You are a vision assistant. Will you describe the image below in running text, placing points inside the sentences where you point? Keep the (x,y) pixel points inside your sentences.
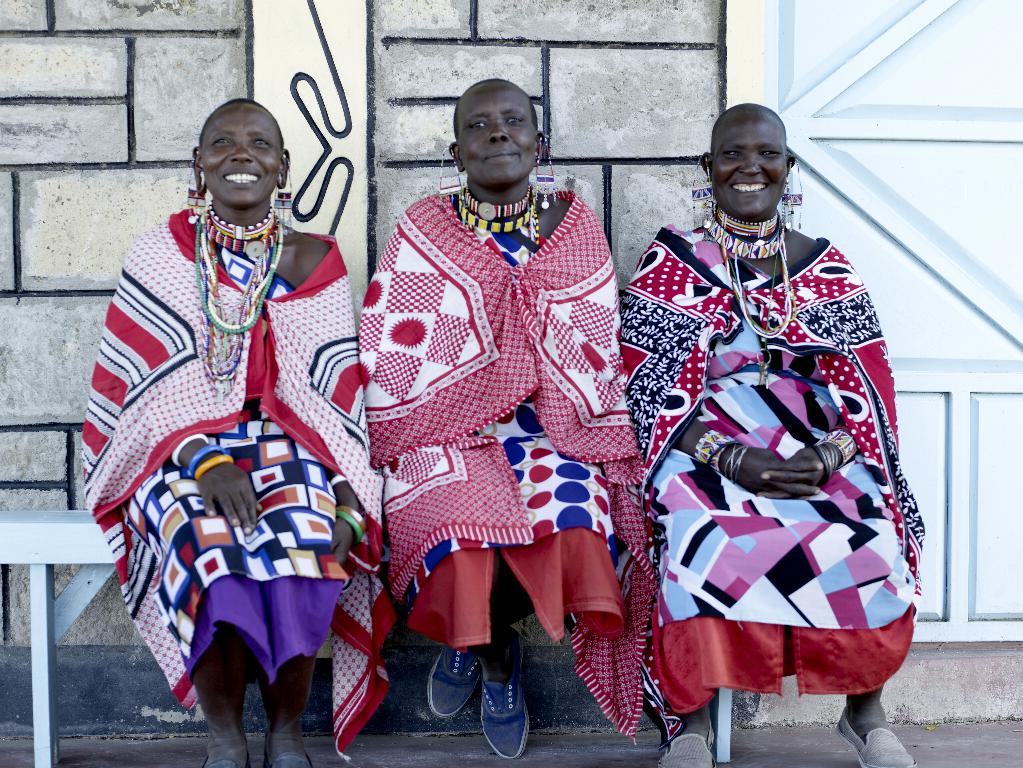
In this image we can see three persons (601,361). The persons (312,468) are sitting on a white bench (85,547). Behind the persons (477,236) we can see the wall (79,381). On the right side (923,96) we can see the white door (947,297).
